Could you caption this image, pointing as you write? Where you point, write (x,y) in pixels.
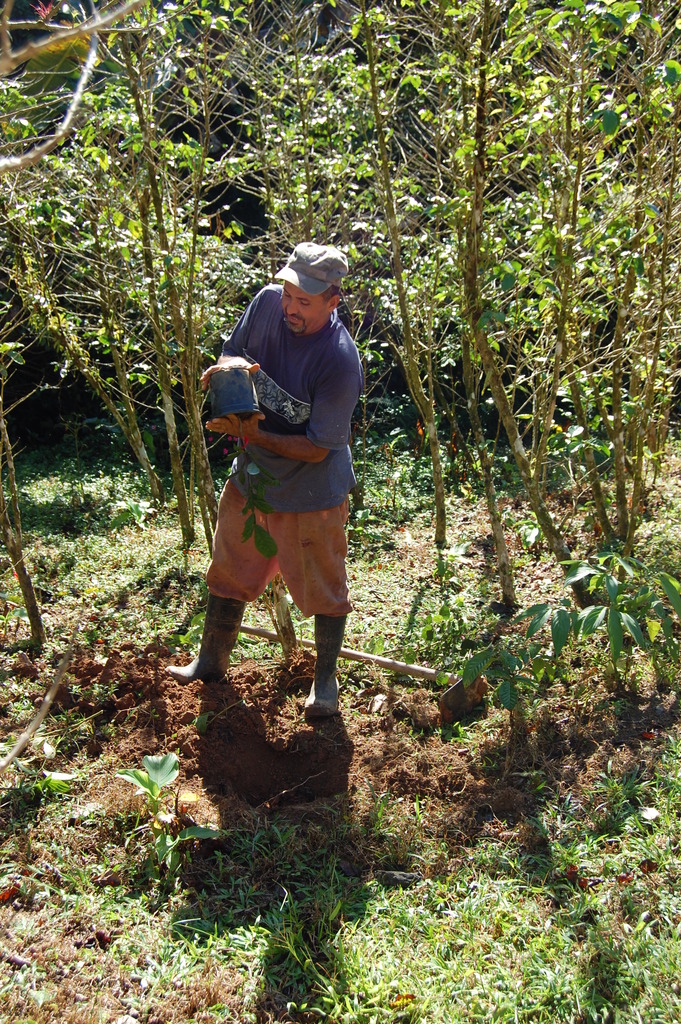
In the center of the image (294,371) we can see a person (315,344) wearing the cap (304,289) is holding a pot (231,386) containing plant (255,506) is standing on the ground (197,683). In the foreground (343,850) we can see grass (380,827) and some plants (203,715). In the background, we can see a group of trees (421,197).
